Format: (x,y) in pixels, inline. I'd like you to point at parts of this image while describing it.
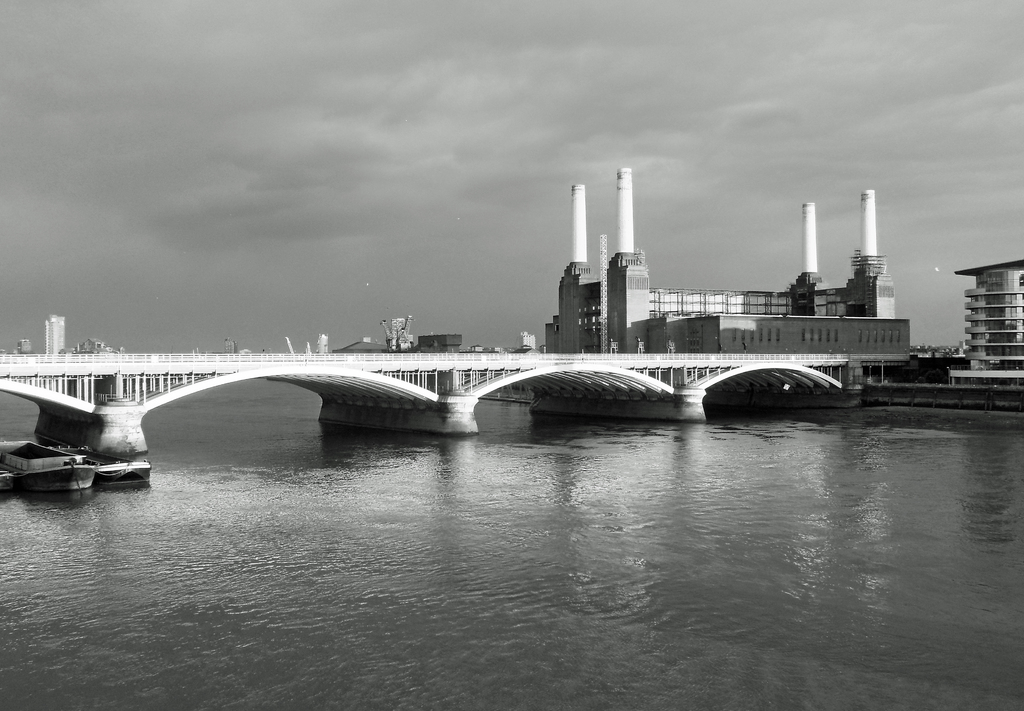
In this image we can see a bridge (439,382) and water (539,505) under the bridge (451,378) and boats (111,477) on the water (684,536) and few buildings (710,324) and the sky (542,315) in the background (552,185).
